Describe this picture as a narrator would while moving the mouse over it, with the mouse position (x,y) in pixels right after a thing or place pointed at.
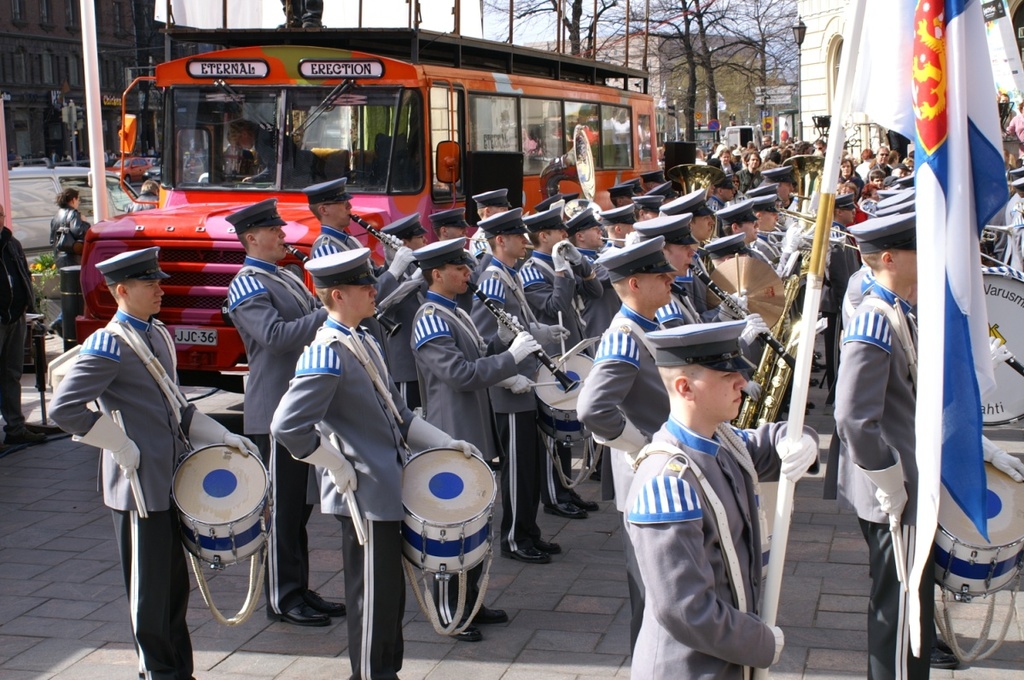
In this picture we can see few people (675,487) are standing and playing musical instruments (742,409), among one person (724,566) is holding flag (954,196), behind we can see few vehicles (562,117), buildings (32,96) and some trees (676,39).
